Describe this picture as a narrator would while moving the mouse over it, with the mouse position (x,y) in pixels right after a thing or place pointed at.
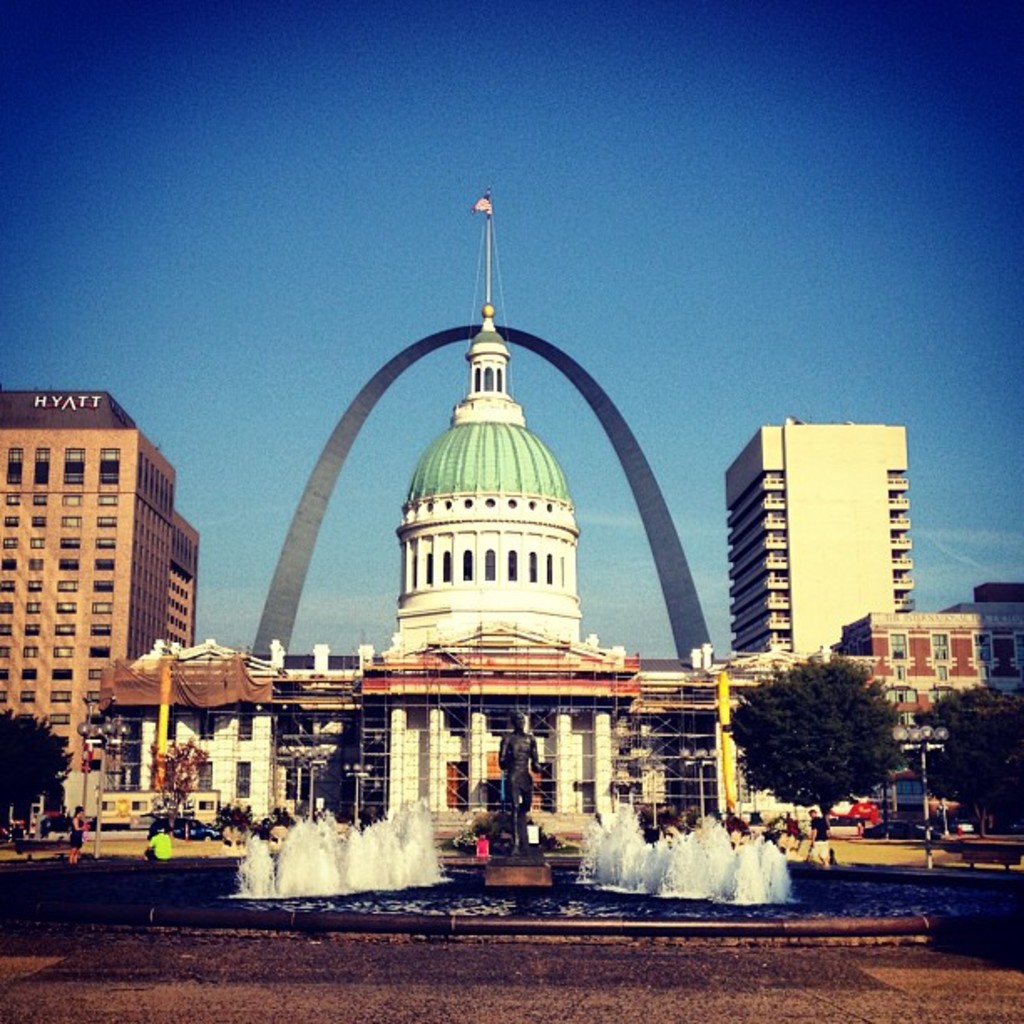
In the center of the image (497,603) there are buildings (837,615). At the bottom (543,891) there is a fountain (543,896) and we can see a statue (509,756). In the background (48,784) there are trees (966,754) and sky (533,229).
